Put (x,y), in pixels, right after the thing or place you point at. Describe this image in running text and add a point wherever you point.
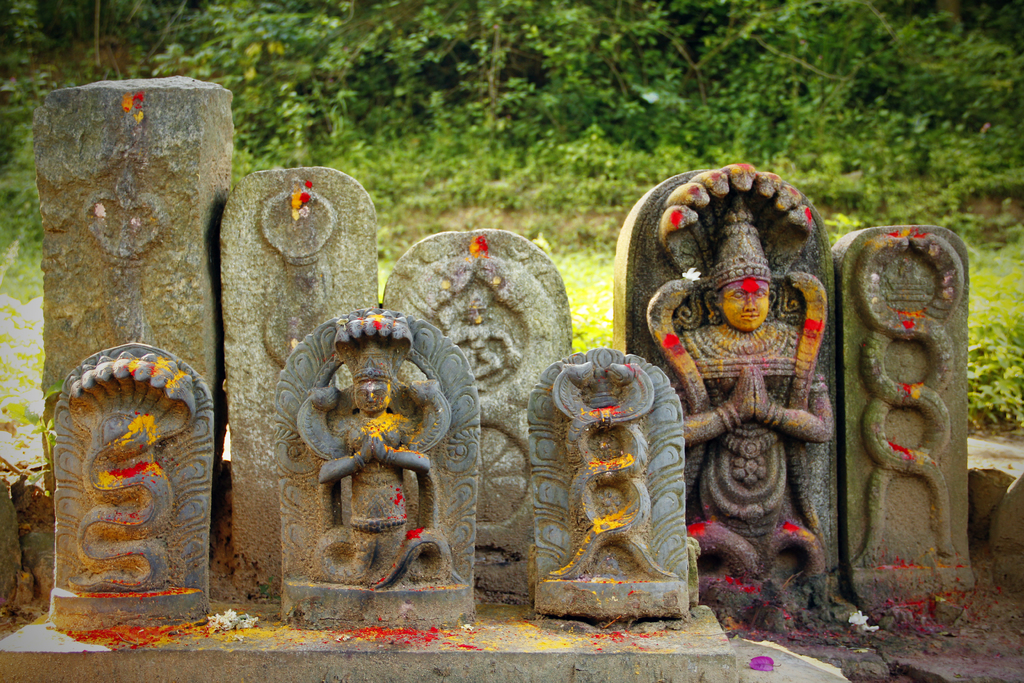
In this image we can see some sculptures (389,372). And in the background (629,100), we can see some trees (381,126).
